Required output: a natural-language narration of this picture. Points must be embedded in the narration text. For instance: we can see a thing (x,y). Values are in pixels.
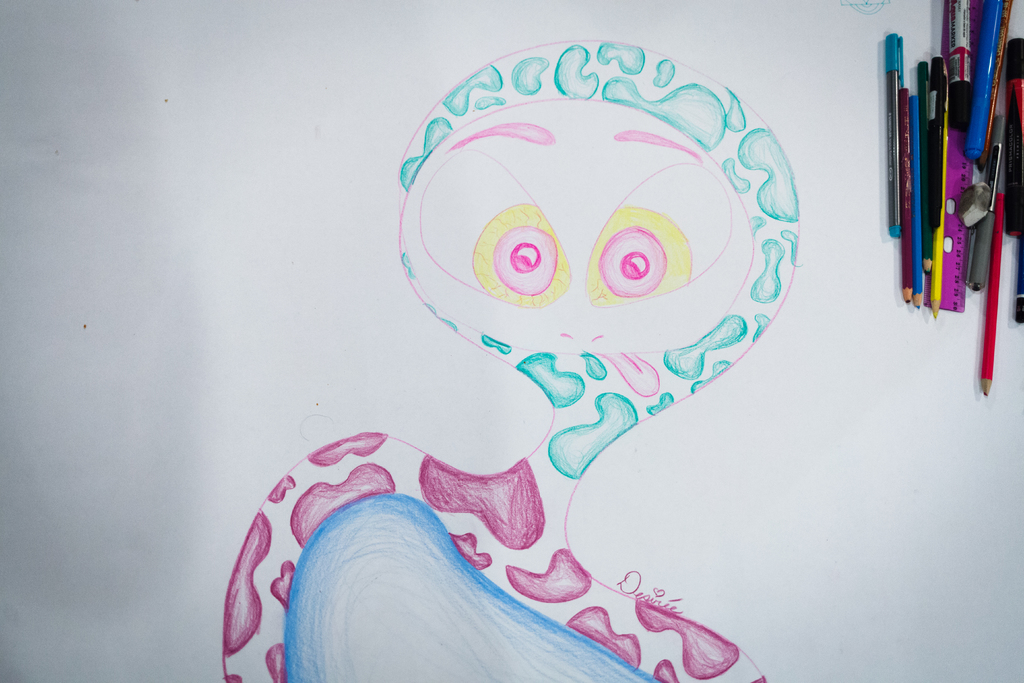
There is a drawing (556,220) in different colors on the white color sheet (511,105). In the right top corner (978,30), there are color pencils (906,202), a pink color scale (946,198), a pen (889,132) and a sketch (981,95).
